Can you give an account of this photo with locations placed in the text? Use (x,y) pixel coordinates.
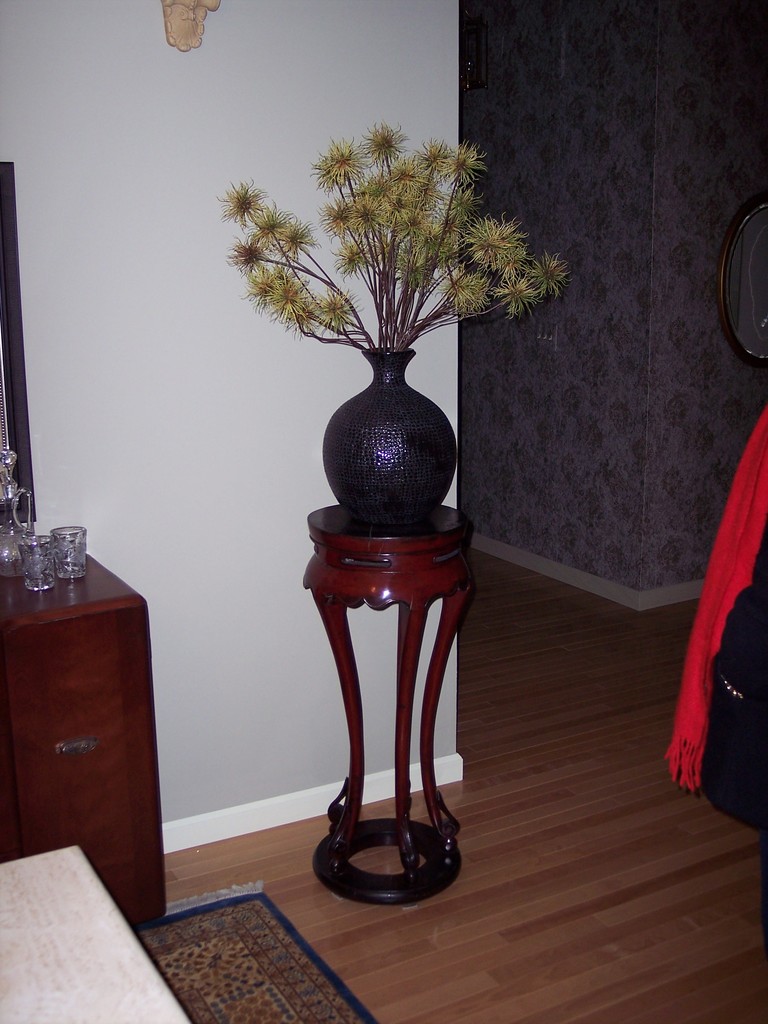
The picture is taken in a room (483,617). In the foreground of the picture (401,526) there are stool (387,594), flower vase (389,429), desk (81,652), glasses (79,565), mat (256,920) and cloth (691,708). On the left (225,102) there is a wall (200,142) painted white. On the right (614,259) there is a wall (619,206) with floral designs (577,210).
